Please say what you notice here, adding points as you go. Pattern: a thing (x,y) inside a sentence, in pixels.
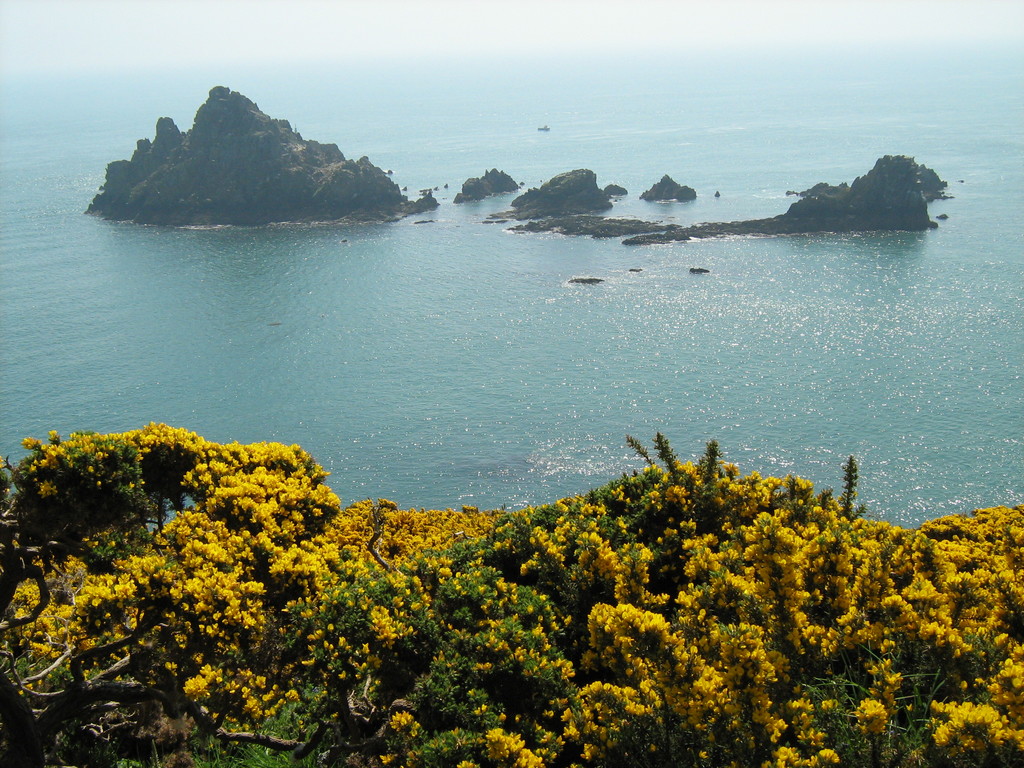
In this picture we can see trees (54,666) with flowers (892,589) and on the water (672,161) we can see rocks (146,144).
